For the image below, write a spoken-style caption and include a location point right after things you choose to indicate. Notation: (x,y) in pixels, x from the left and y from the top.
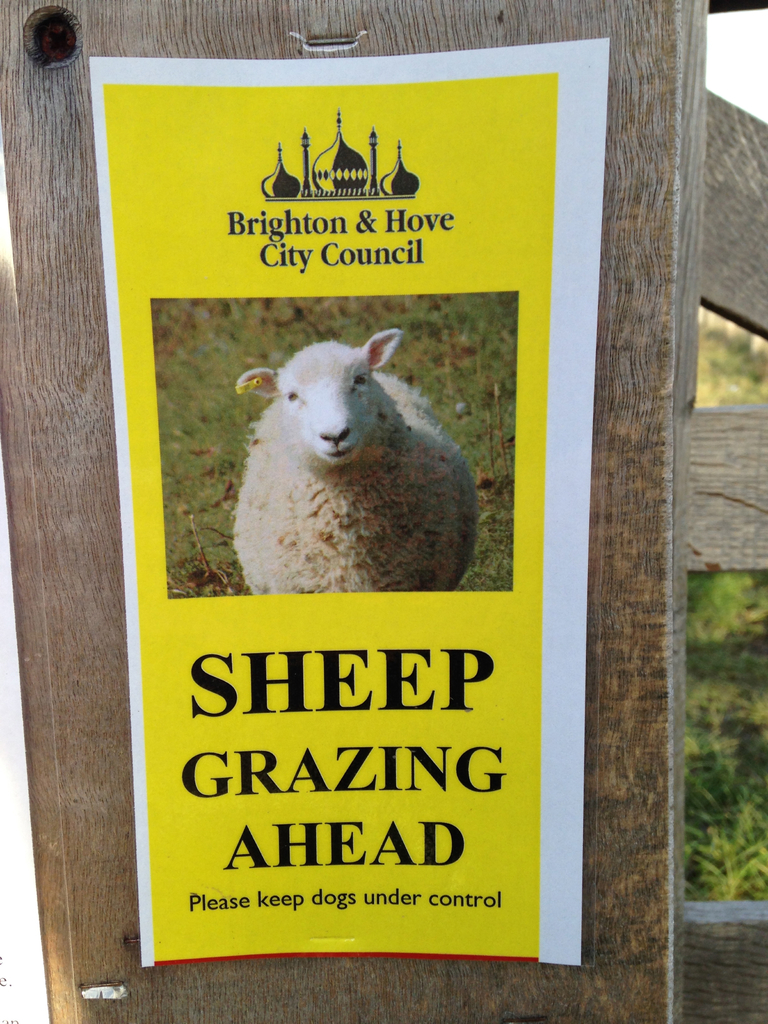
In this image there is a wooden board (56,635), and on the board (53,930) there is a poster (307,746). On the poster (307,746) there is text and sheep (398,439), in the background (723,595) there are some wooden boards (718,533) and plants (716,815).
